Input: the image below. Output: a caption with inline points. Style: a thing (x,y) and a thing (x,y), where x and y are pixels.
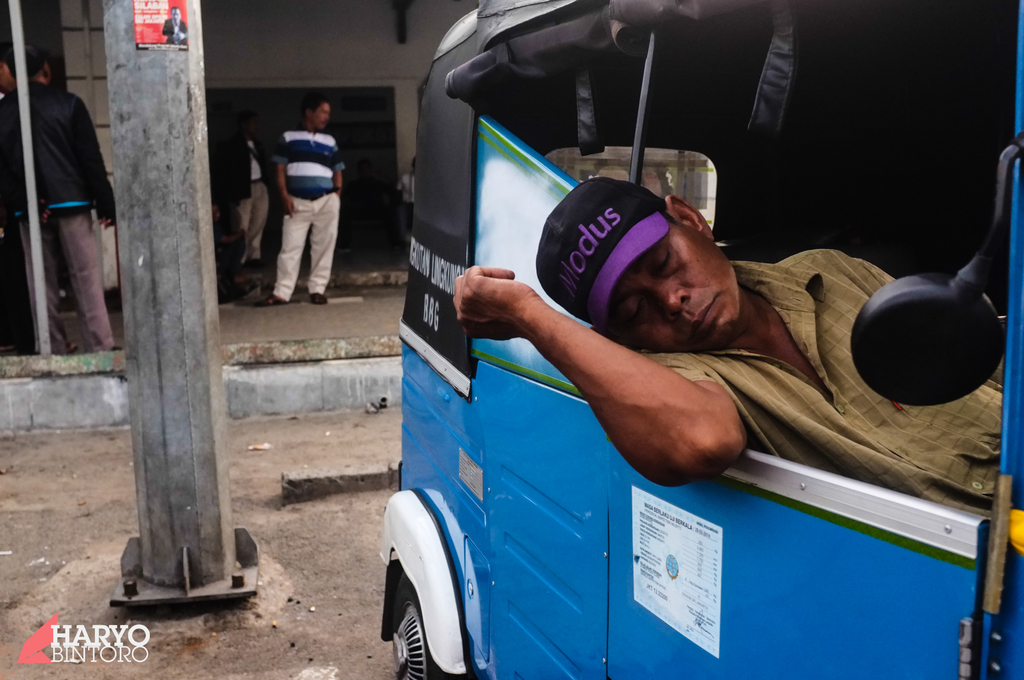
In the image there is a man (771,314) laying inside an auto rickshaw (937,641), on the left side (181,199) there is a street pole (166,356) and behind it there are few persons (14,260) standing in front of the wall (297,69).
